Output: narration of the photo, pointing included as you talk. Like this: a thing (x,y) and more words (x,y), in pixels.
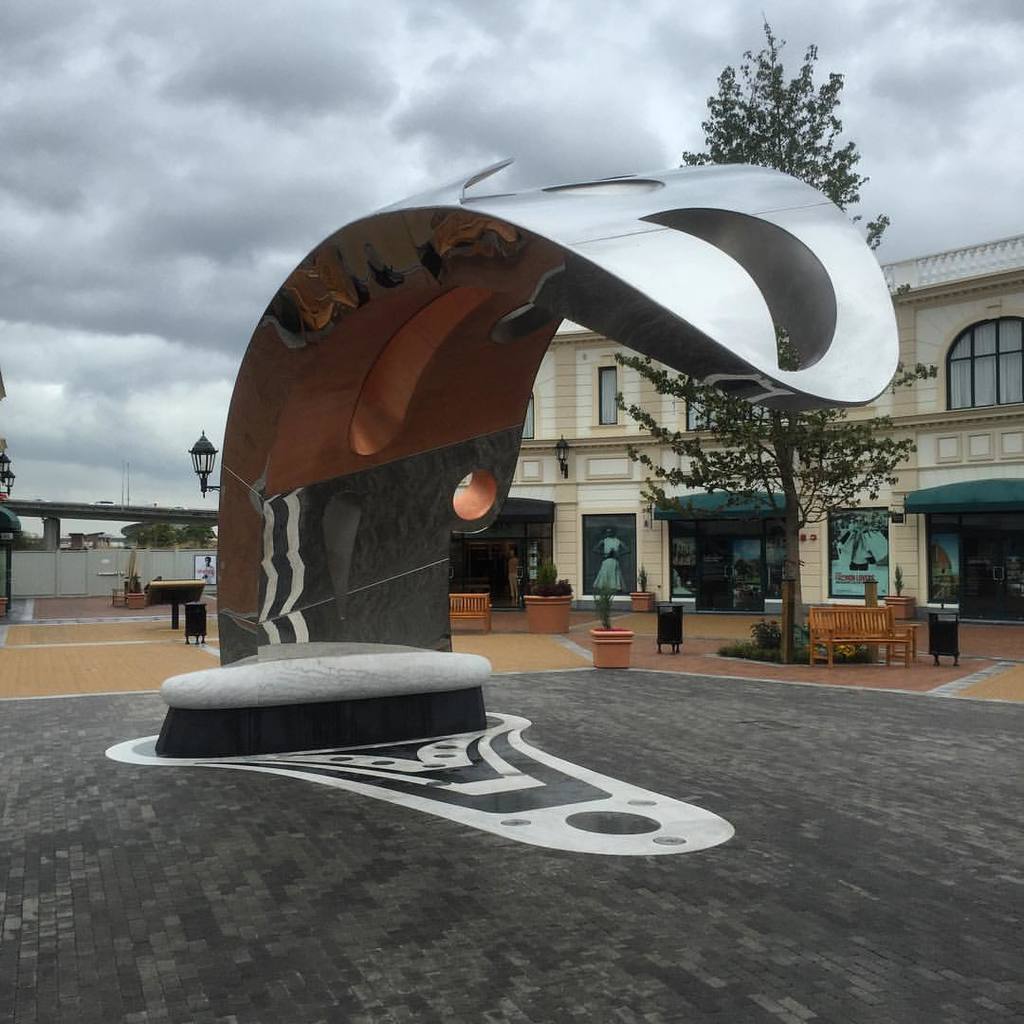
This image is taken outdoors. At the top of the image (109,188) there is a sky (112,166) with clouds (415,171). At the bottom of the image (324,823) there is a floor (876,684). In the middle of the image (400,504) there is an architecture (342,513). In the background (674,510) there are a few buildings (475,562) with walls (567,534), windows (936,584) and doors (978,570) and there is a tree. There is an empty bench (880,626).
